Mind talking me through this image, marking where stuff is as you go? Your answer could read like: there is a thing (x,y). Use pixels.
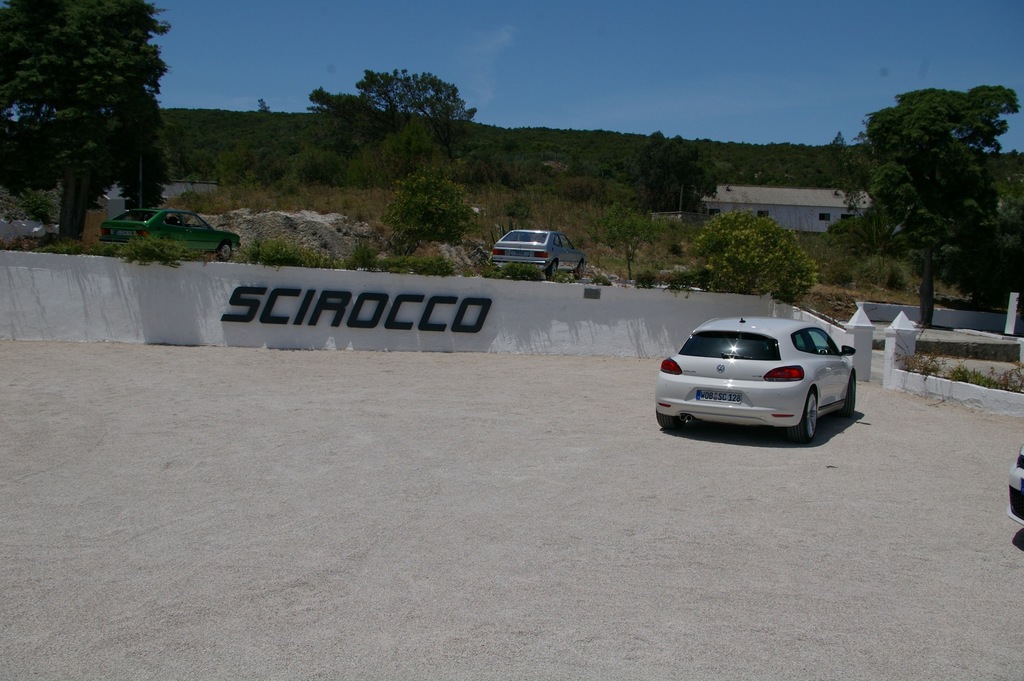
At the center of the image (505,245) there is a label (434,313) and there are cars (792,329) parked on the road (842,456). At the bottom of the image (370,528) there is sand (367,519). In the background (253,125) there are trees (247,132) and a building (795,209). At the top of the image (795,87) there is sky (748,56).
